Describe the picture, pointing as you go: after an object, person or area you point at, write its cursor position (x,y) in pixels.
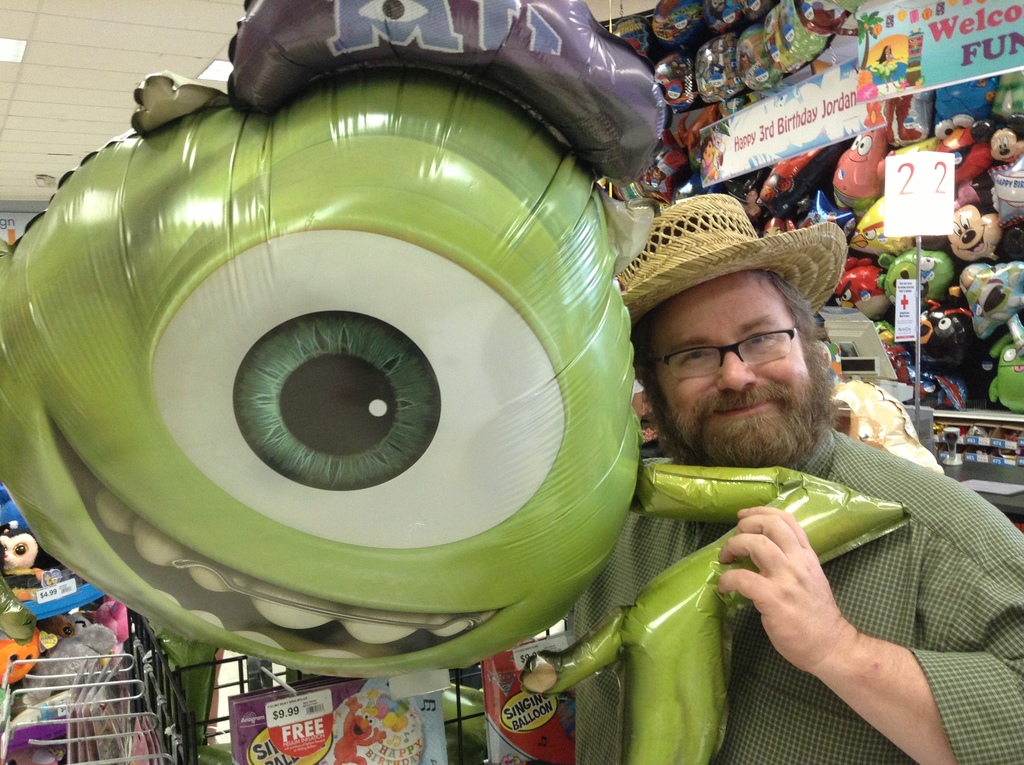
In this image we can see toys (802,190) on the racks (170,748), there are boards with text (58,597) on them, there is a person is holding a balloon (297,386), also we can see the lights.
